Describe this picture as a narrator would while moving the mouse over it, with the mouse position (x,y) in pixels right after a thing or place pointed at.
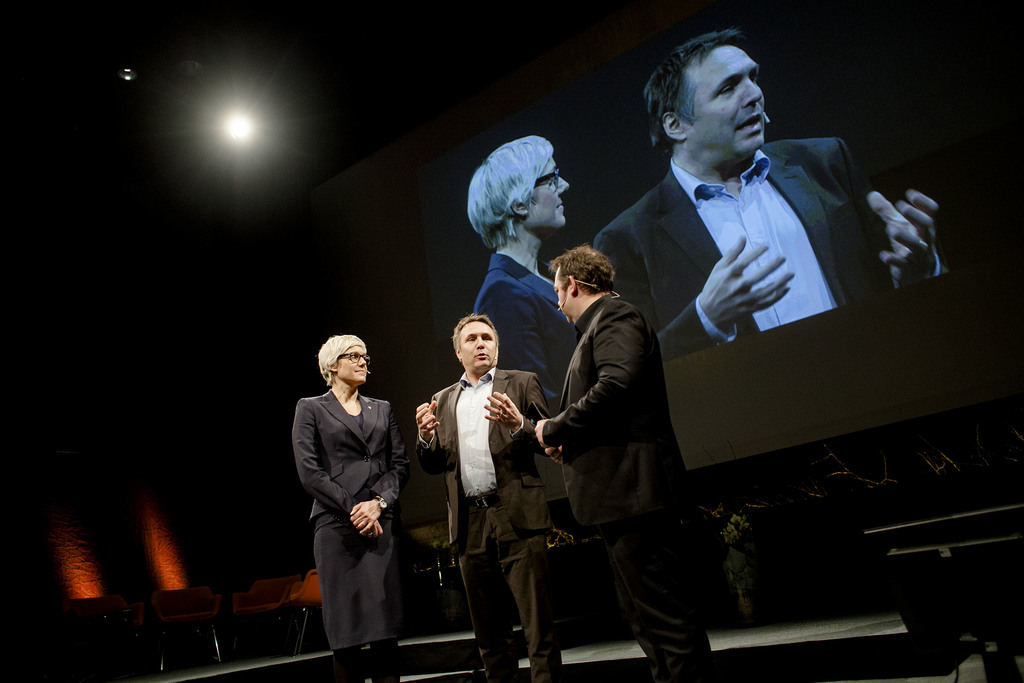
In this picture we can see three people (491,509) are standing on the stage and talking, that are projected at back (749,199) side.
